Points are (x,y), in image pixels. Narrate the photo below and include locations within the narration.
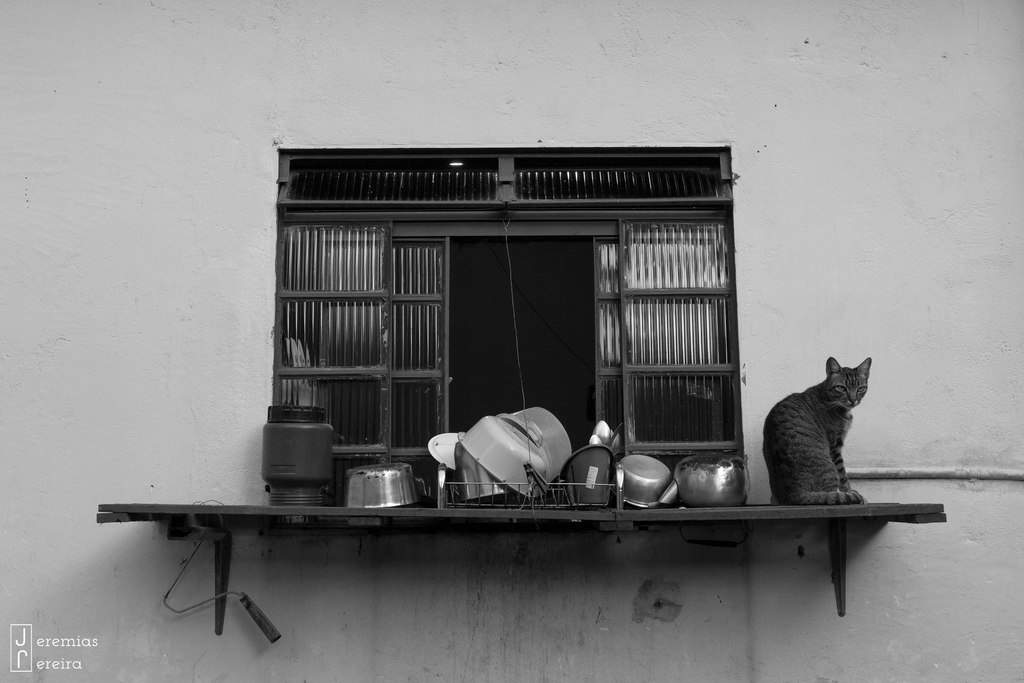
In the center of this picture (488,435) we can see a rack (817,511) attached to the wall (930,447) and we can see a cat (807,426) sitting on the rack (202,511) and we can see the utensils (607,486) placed on the rack (735,510). In the background (769,282) we can see the wall (806,216) and we can see an object (386,280) attached to the wall (76,489). In the bottom left corner (70,657) we can see the text (56,660) on the image.
